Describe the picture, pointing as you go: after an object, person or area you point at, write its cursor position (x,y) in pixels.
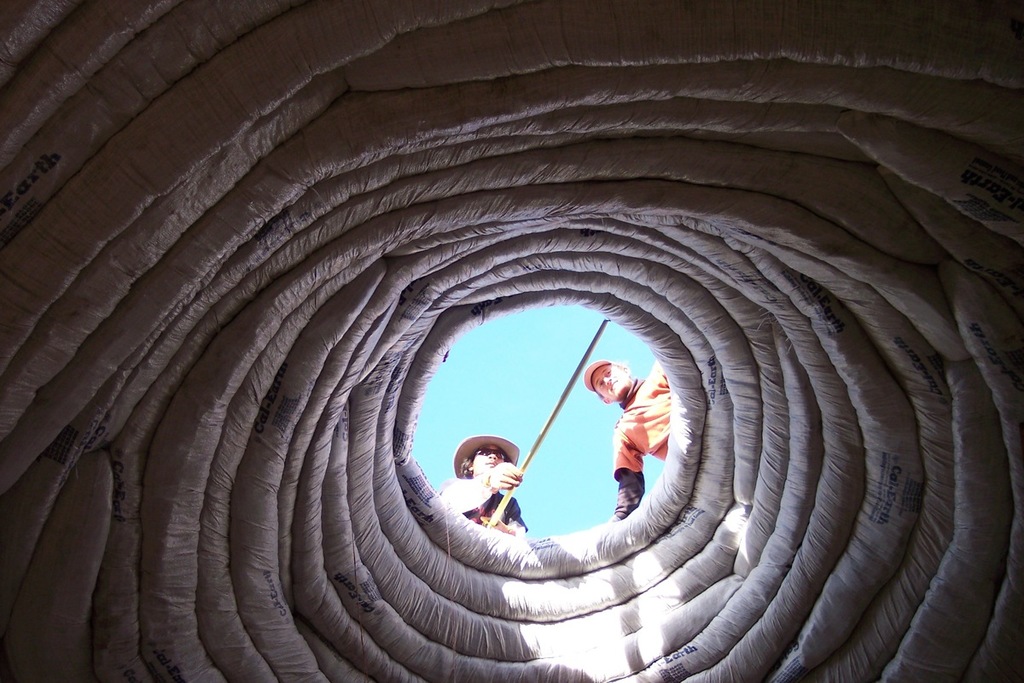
In this image, I can see a circular shaped object (865,373), two persons (506,482), stick (567,387) and the sky (533,391). This image is taken, maybe during a day.
